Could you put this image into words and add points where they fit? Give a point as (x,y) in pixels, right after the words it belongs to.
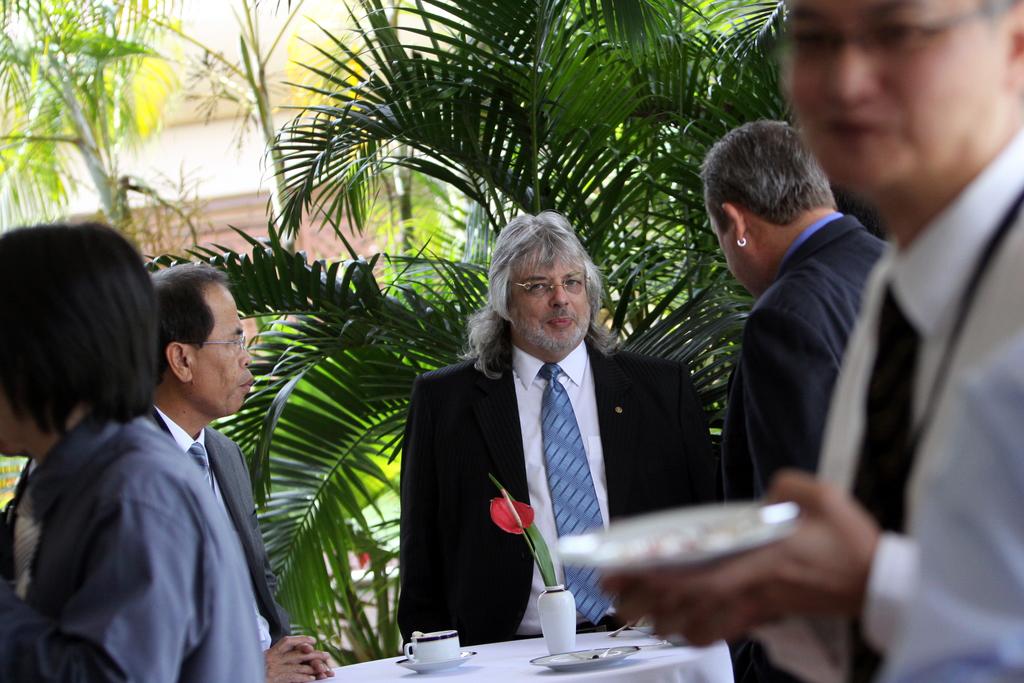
There is a man (636,365) standing at the center (511,236). He is wearing a suit (676,424). There is another man (936,118) on the right side (999,589). He is holding a plate (790,507) in his hand (796,595). In the background (675,202) there are trees (294,199).
